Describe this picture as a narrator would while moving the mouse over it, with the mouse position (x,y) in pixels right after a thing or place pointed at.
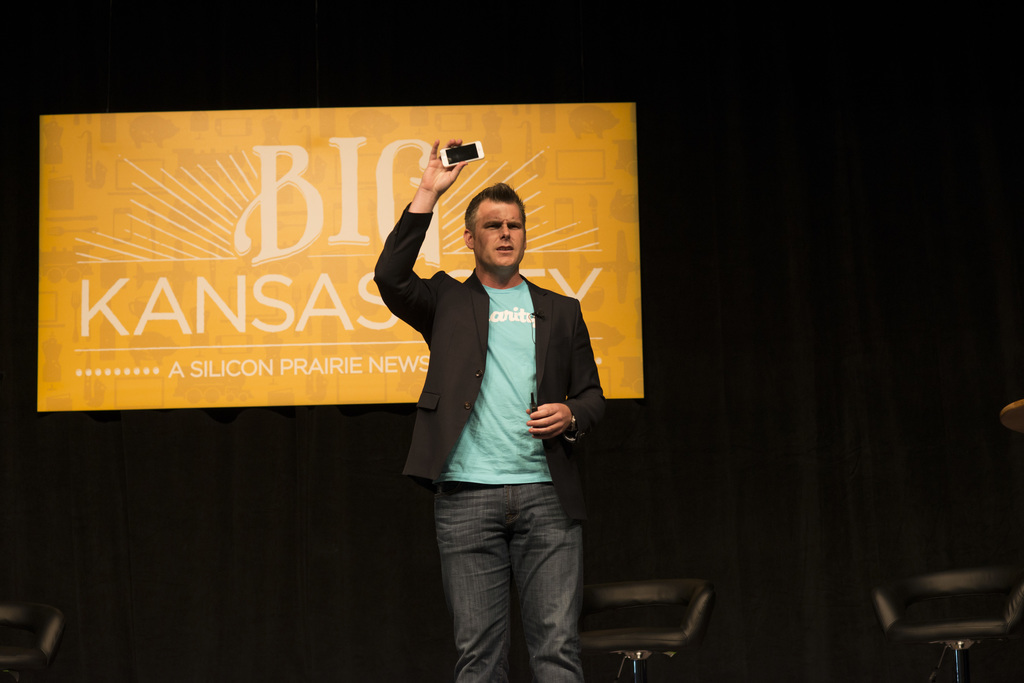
In this image I can see a man (513,245) is standing and he is holding a phone (474,149). In the background (638,583) I can see few chairs (703,622) and a board (240,343).
